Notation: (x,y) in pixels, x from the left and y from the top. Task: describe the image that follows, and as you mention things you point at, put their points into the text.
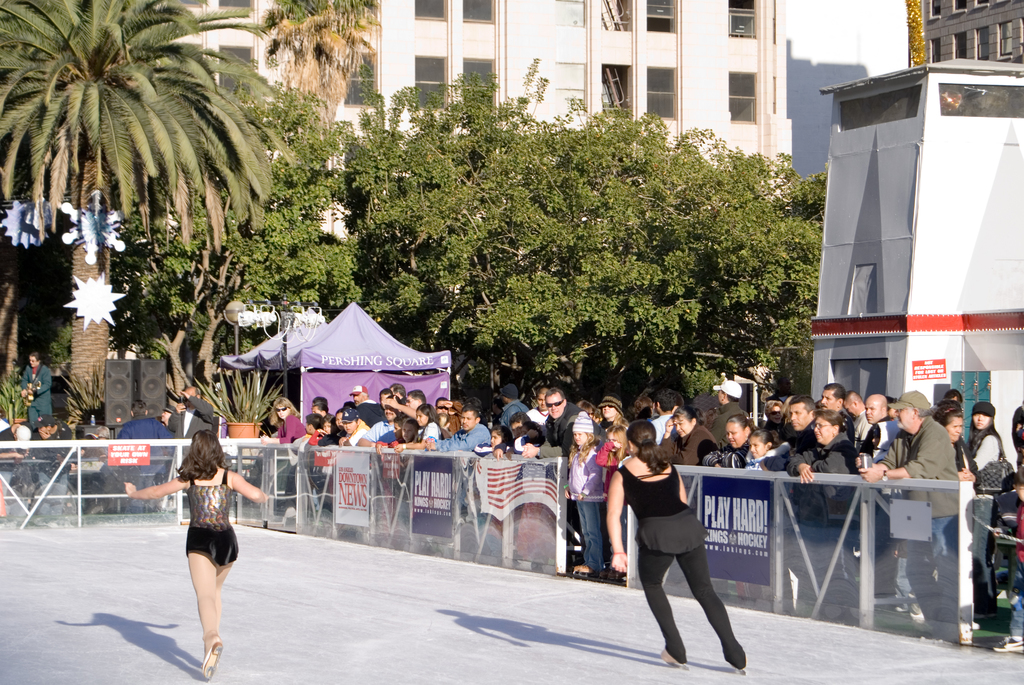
In this picture, we see two girls (190,548) are skating. Beside them, we see the glass railing (951,616) and the boards (343,503) in white, orange and blue color with some text (360,495) written on it. Behind that, we see the people (509,456) are standing and we see a flag (532,492) in white, red and blue color. On the right side (928,123), we see a building (907,258) in white color. In the middle (349,313), we see a purple color tent (354,344). Beside that, we see the speaker boxes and a man (37,417) in the green blazer (42,384) is standing. There are trees (148,230) and the buildings (683,32) in the background (595,59).
